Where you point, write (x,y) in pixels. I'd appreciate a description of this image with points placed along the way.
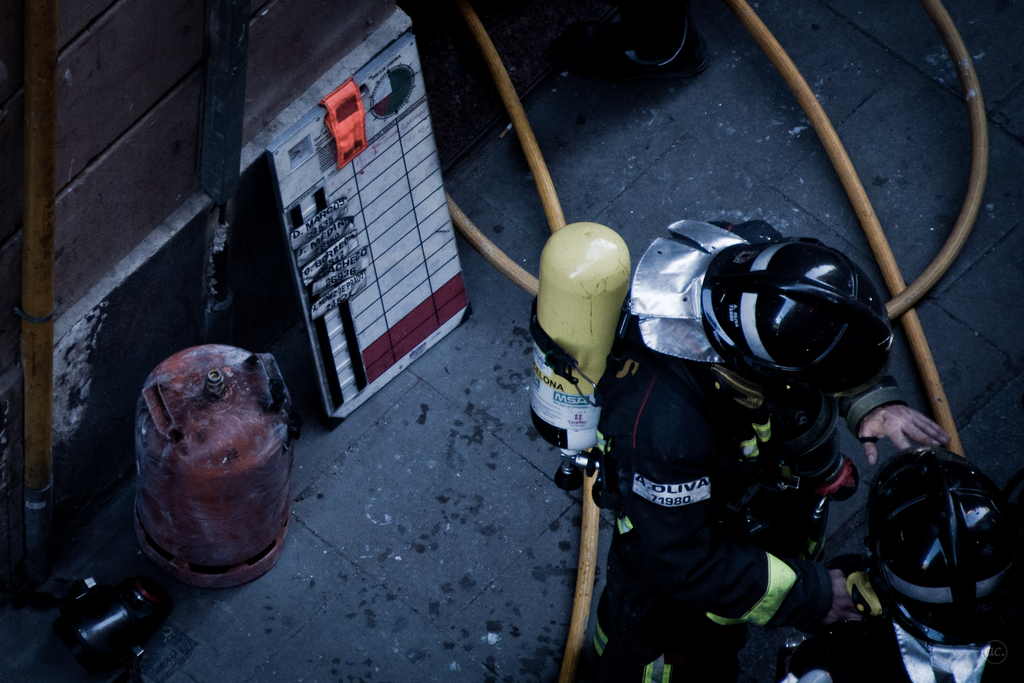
Here in this picture we can see two persons (684,420) standing on the road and both of them are wearing safety suits (709,436) and helmets (848,301) on them and the person (751,397) in the middle (598,320) is carrying a cylinder (548,252) on his back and behind him we can see another cylinder (150,394) and a board (425,242) present and on the road (662,151) we can see pipes (974,109) all over there.
